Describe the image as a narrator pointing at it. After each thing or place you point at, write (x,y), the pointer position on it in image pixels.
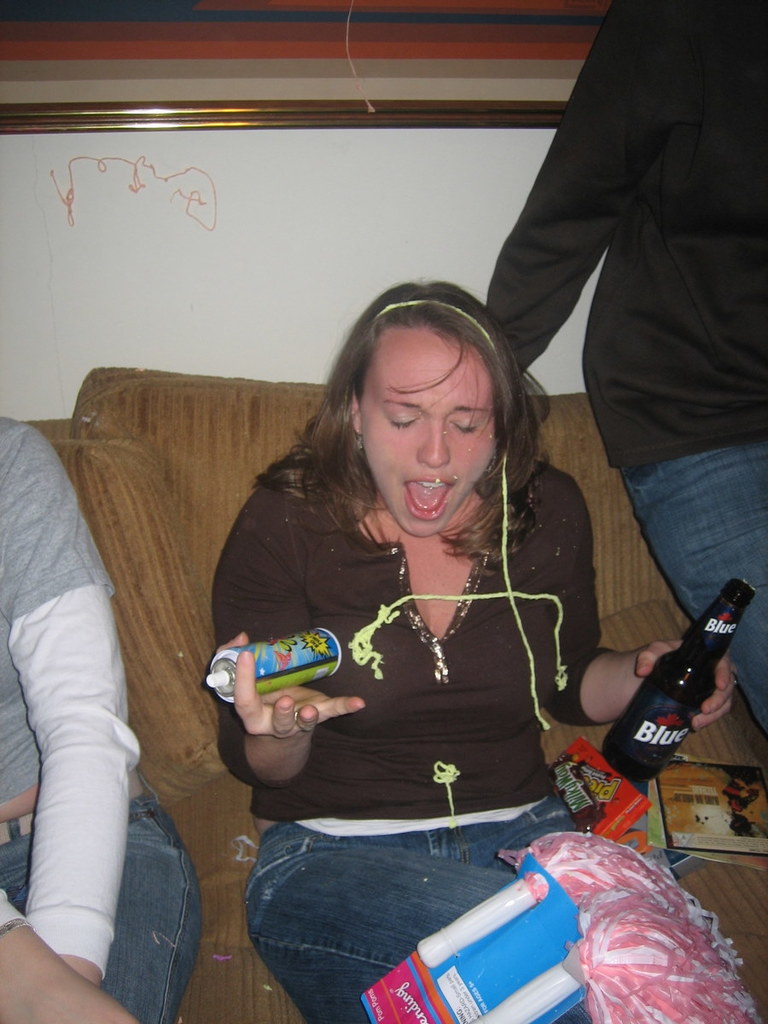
in this image, we can see 2 peoples (457,694) are sat on the couch (199,799). and the center of the image (376,663), there is a woman (366,690) holding spray bottle (286,670) on his right hand (277,694). and his left hand (626,663), she holding some bottle (675,691). on her lap (555,827), we can saw some ribbon type material (614,937). beside her we can saw some chocolates (593,789). and here we can see cream color wall (106,289) and a photo frame (252,119) here.
